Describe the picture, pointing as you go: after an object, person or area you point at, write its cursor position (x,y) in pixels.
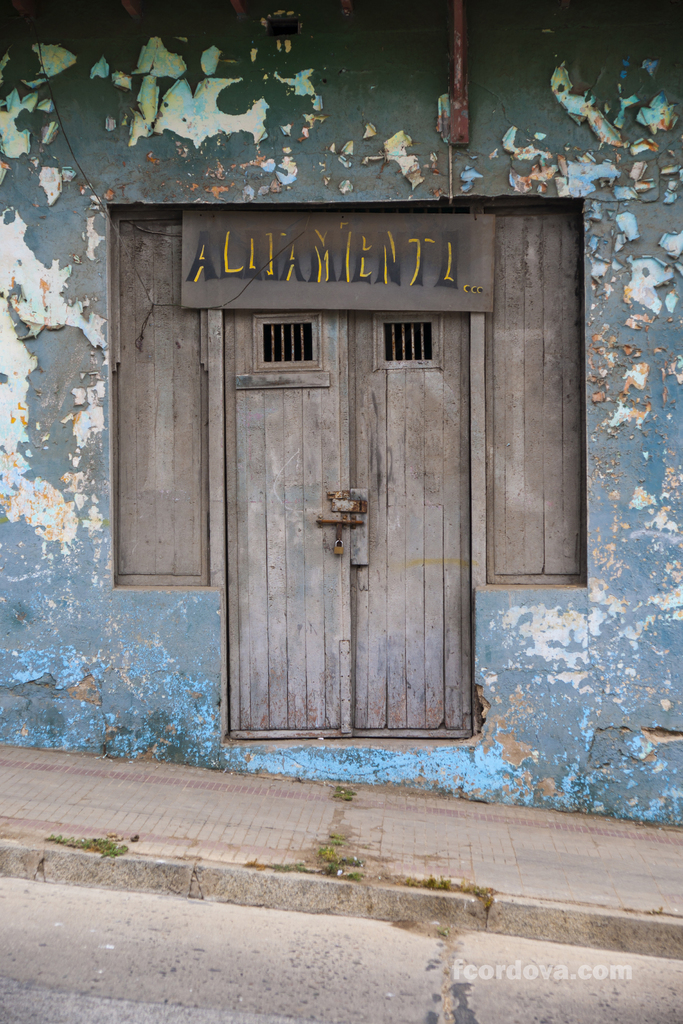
In this image we can see a door (346,407), windows (517,390), wall (96,360), footpath (164,837) and road (357,919).
